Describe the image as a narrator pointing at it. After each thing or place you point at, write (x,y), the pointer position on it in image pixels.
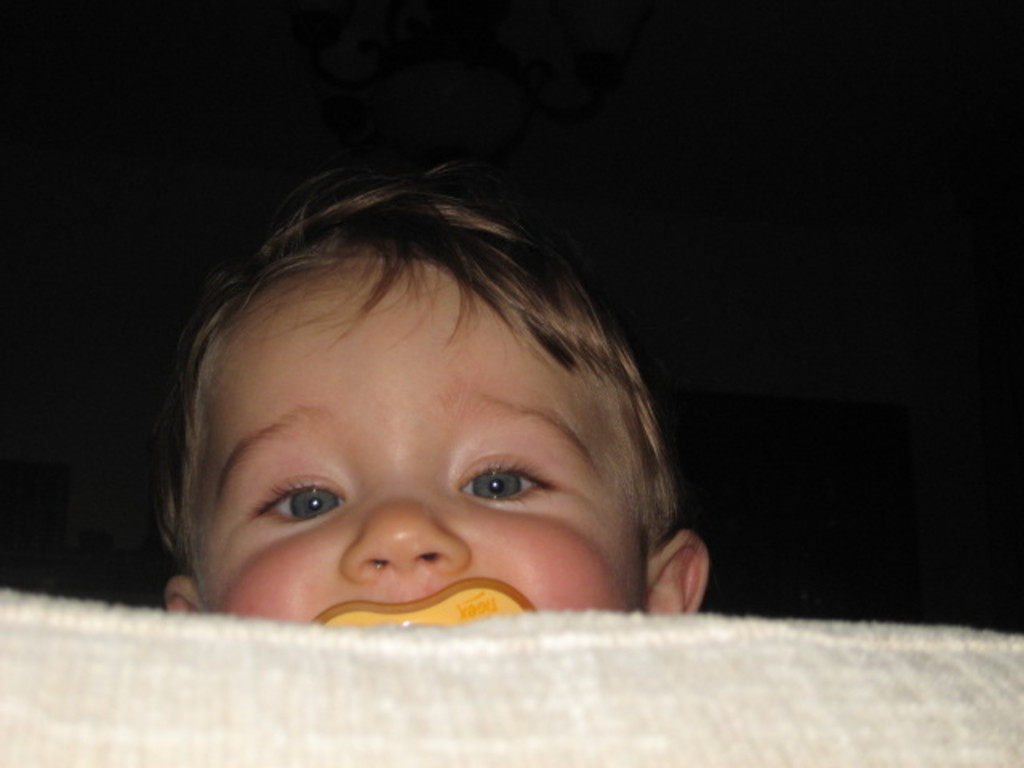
At the bottom of this image (286,693) there is a white color cloth (830,701). It seems to be a bed (509,670). Behind there is a baby (372,548). The background (108,191) is in black color.
